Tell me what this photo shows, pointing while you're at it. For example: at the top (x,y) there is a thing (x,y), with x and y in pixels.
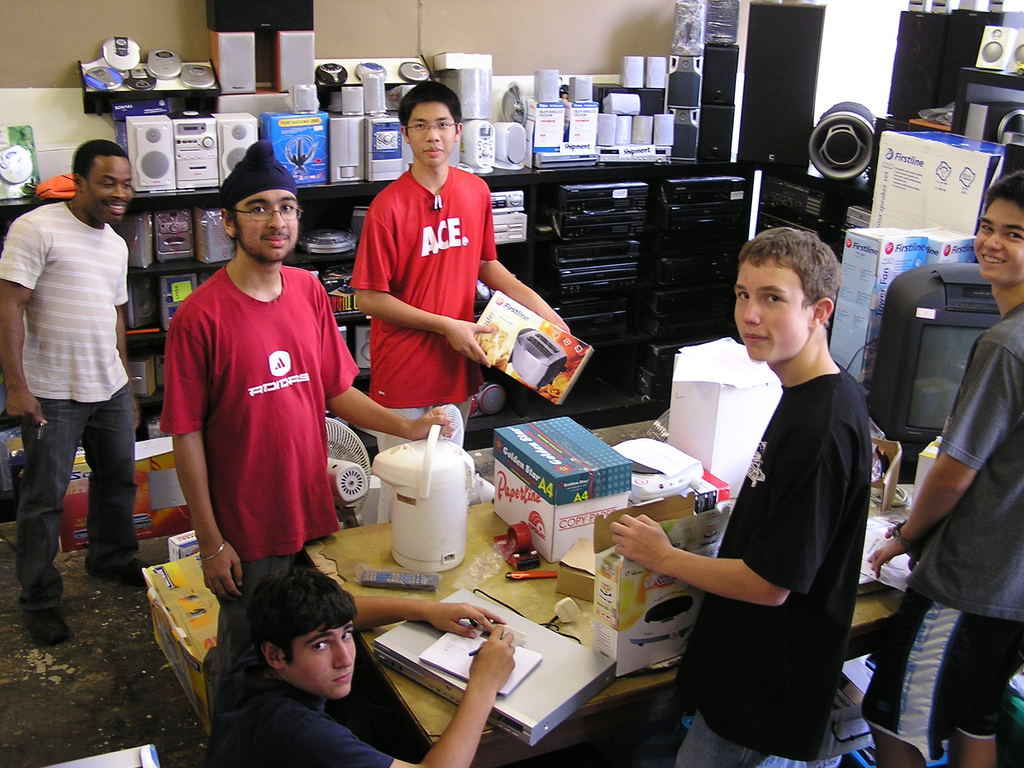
In this picture we can see few people (428,419), in front of them we can find few boxes (549,529), remote (409,588) and other things (521,639) on the table (347,570), in the background (912,194) we can see speakers (626,139), musical systems (865,223) and few boxes (910,156).
